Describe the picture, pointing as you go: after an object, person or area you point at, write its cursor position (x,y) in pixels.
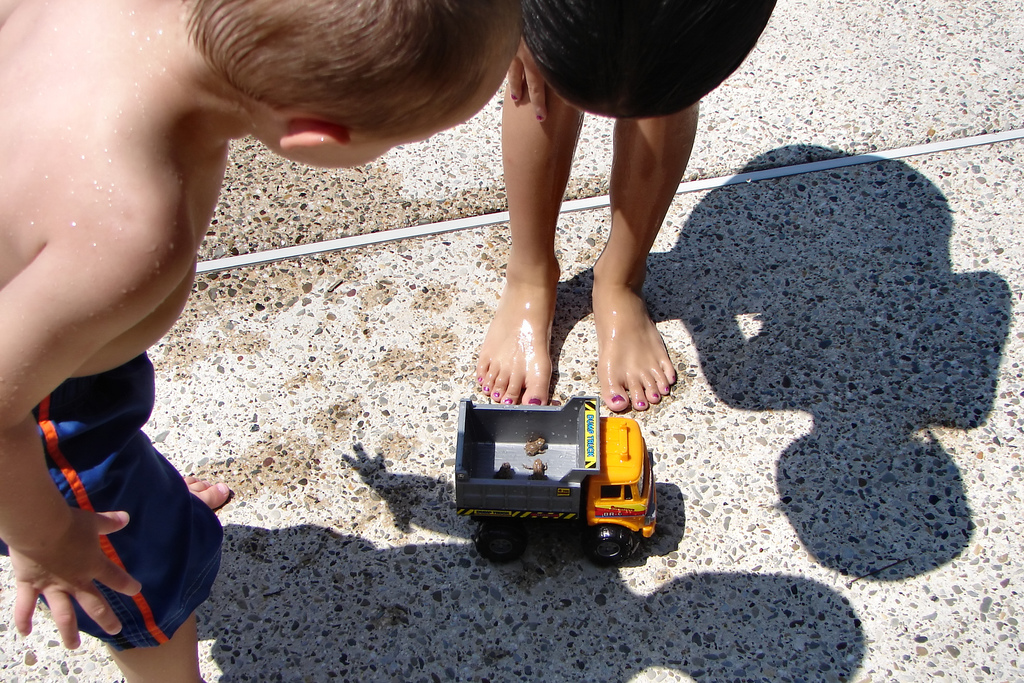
In this image there is a toy (608,505) placed on the ground (530,595). On the toy (504,498) there are few frogs (509,475). On the left side (313,157) two children (616,186) are standing and looking at the frogs (532,468).
